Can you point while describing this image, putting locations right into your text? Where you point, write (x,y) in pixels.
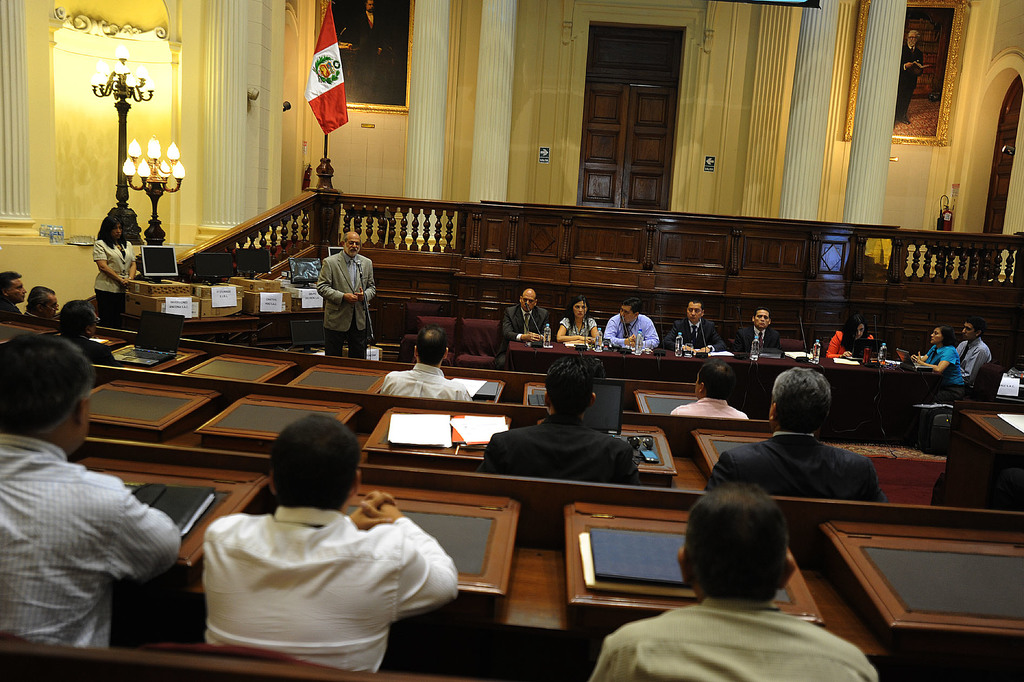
In this image there are a few people (323,421) seated in chairs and there are a few objects (365,464) in front of them, in the background of the image (340,325) there is a person (332,309) standing and speaking in front of a mic (368,310), beside him there are a few people (770,344) seated in chairs (790,346), in front of them on the table (779,362) there are mics (703,347), papers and bottles (755,360) of water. On the left of the image (123,281) there is a woman (104,254) standing, in front of her there is a monitor (158,265) and a few boxes (198,309) on the table (240,315), in the background of the image (158,177) there are lamps (140,164), flags (320,100), pillars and wooden fence (728,254) and there is a closed door (623,125) and there are two photo frames (403,55) on the wall (744,200).
